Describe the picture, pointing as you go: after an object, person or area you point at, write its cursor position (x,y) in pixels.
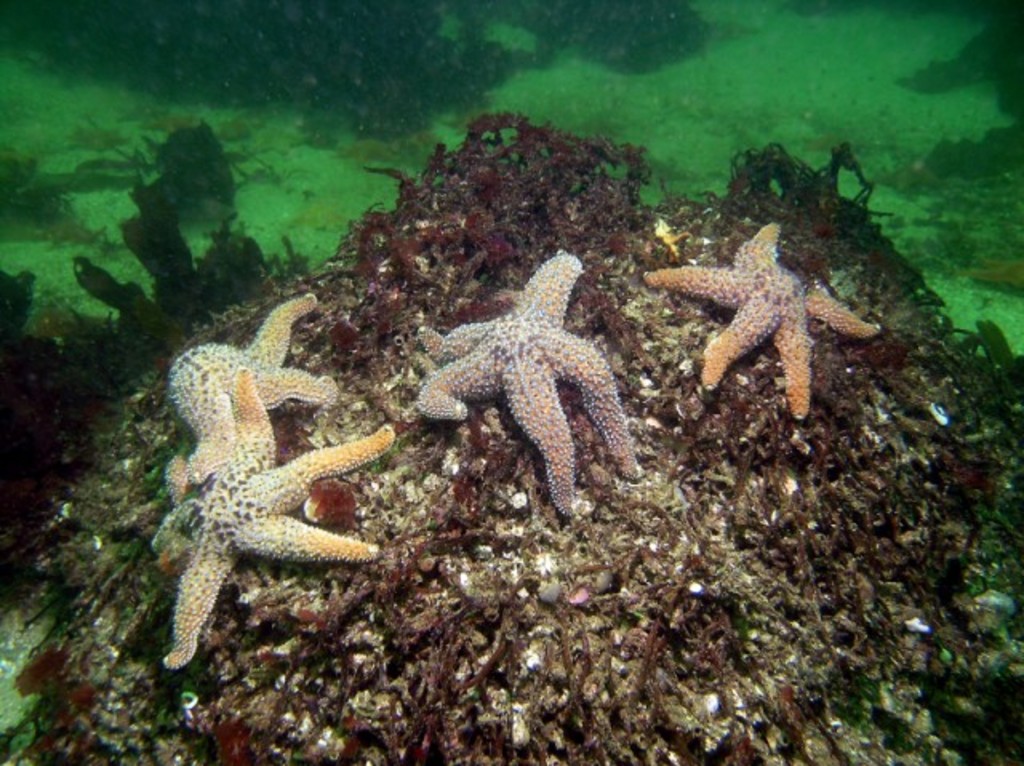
As we can see in the image there is water (76,28) and aquatic animals (257,469).
